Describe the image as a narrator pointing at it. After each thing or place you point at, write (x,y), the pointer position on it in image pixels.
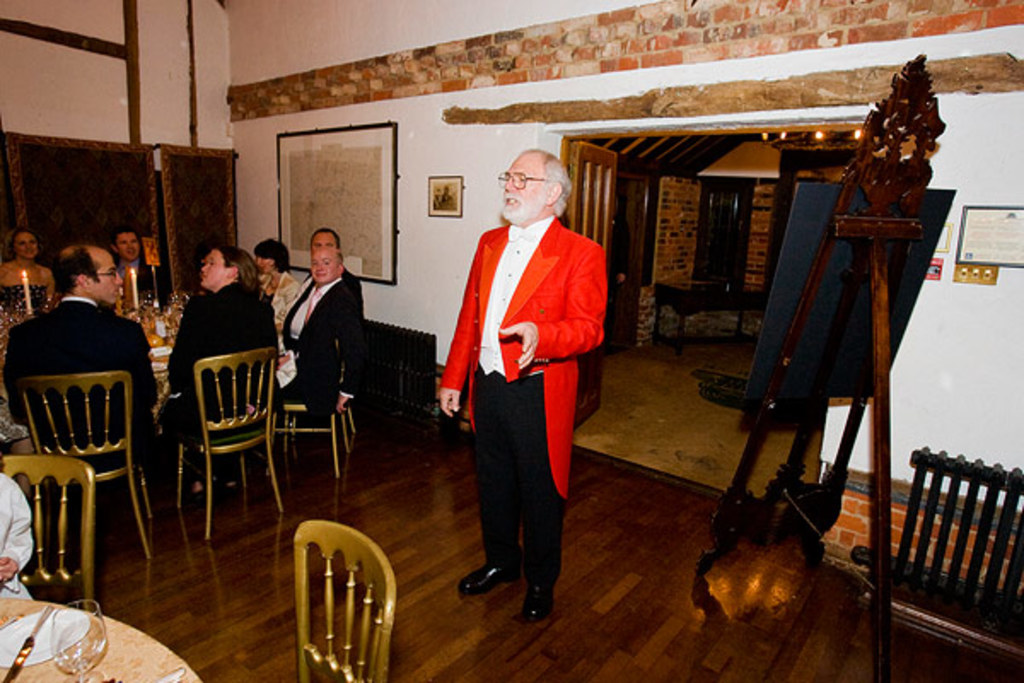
There is a man (506,367) in this picture wearing a red color coat (541,321). In front of him, there is a table (117,667) and chairs (343,668). In the background (147,358), there are some members (227,336) sitting around a table (159,313) on which some candles (128,307) were placed. We can observe a glass (65,643) and knife (18,663) on this table (118,651). In the background (801,261), there is a board (804,371) here. We can observe a notice chart (331,189) here.
